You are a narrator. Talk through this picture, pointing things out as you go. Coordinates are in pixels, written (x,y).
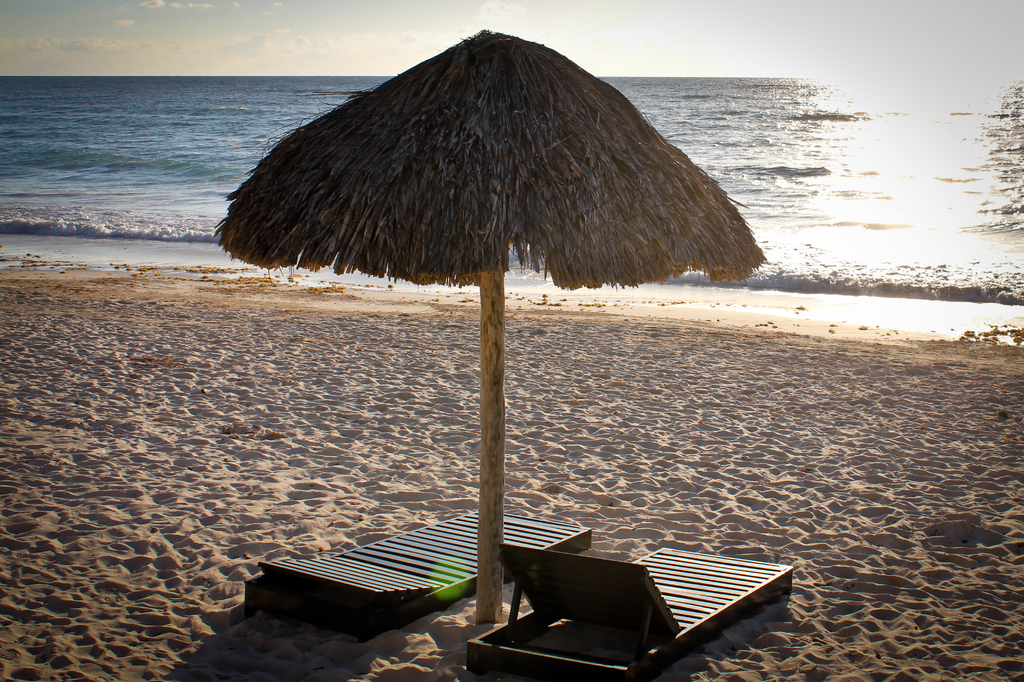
In this picture it looks like a hut (495,542) and there are chairs (504,531) in the foreground (615,184). At the back (826,177) there is water (826,177). At the top (367,36) there is sky (355,33) and there are clouds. At the bottom (205,487) there is sand (268,386).
